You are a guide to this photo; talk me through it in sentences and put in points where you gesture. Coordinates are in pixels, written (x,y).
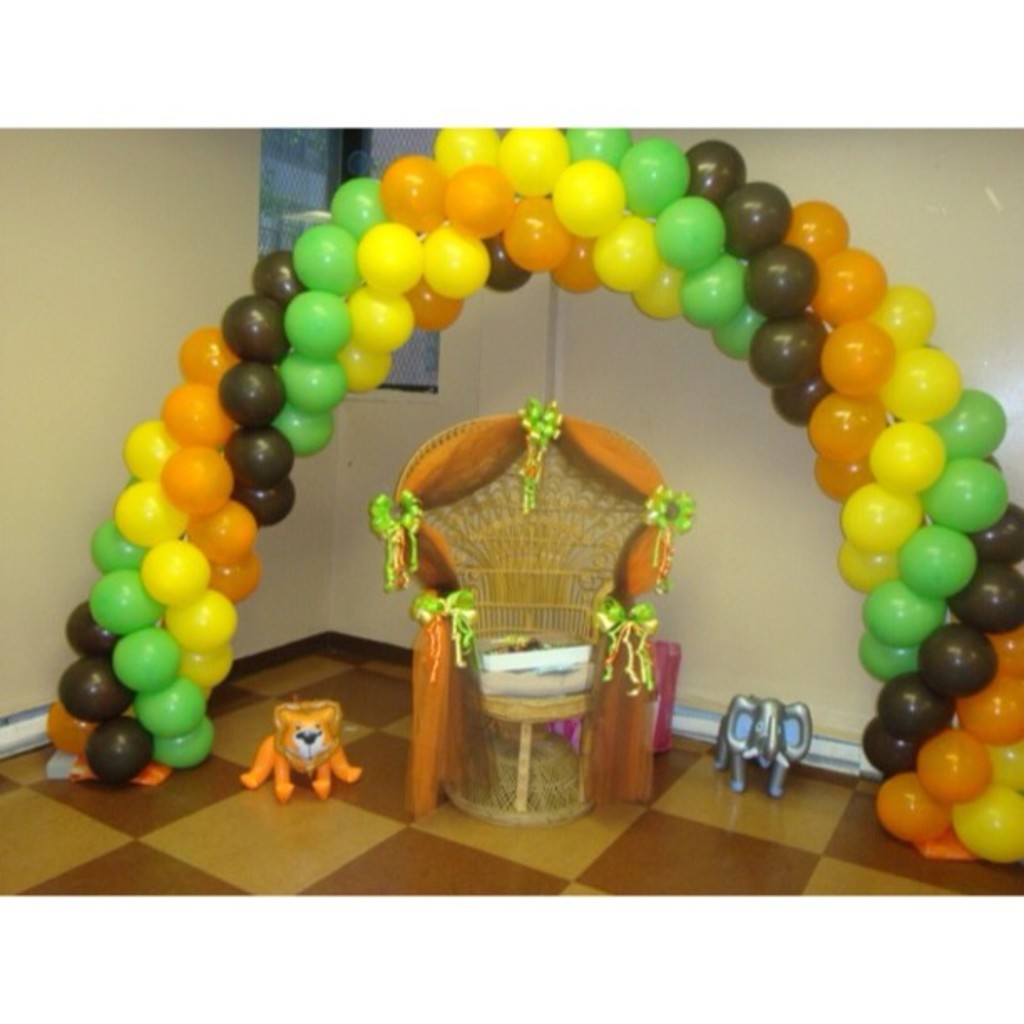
In this picture we can see toys (735,747) and decorative object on the floor (702,782), here we can see balloons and in the background (773,548) we can see a wall (702,494), window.
